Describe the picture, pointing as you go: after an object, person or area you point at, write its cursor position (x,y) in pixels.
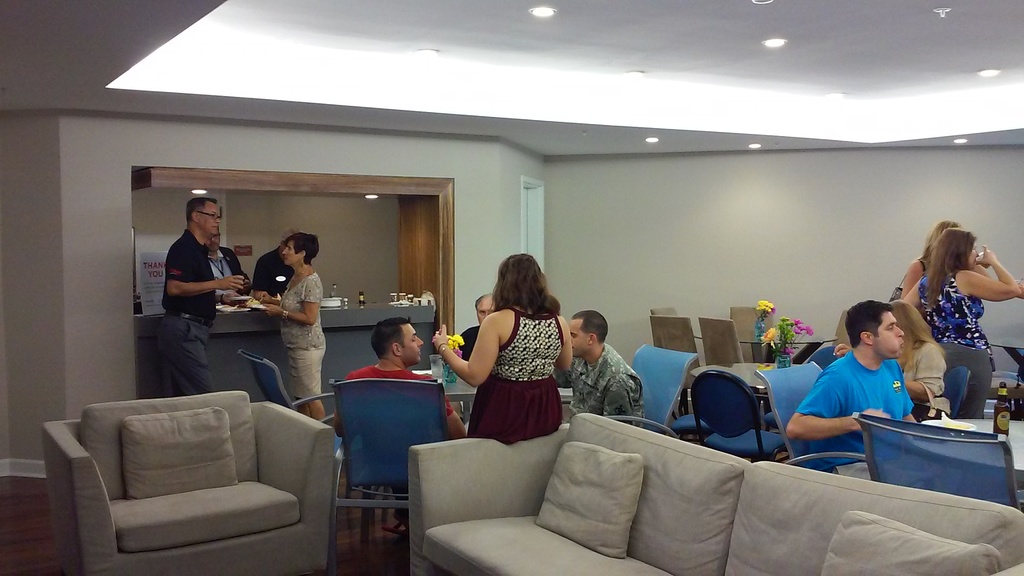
In this picture there are several people (516,415) sitting on the table (464,395) and eatables (967,428) are on top of it, there is an unoccupied sofa (649,506).
